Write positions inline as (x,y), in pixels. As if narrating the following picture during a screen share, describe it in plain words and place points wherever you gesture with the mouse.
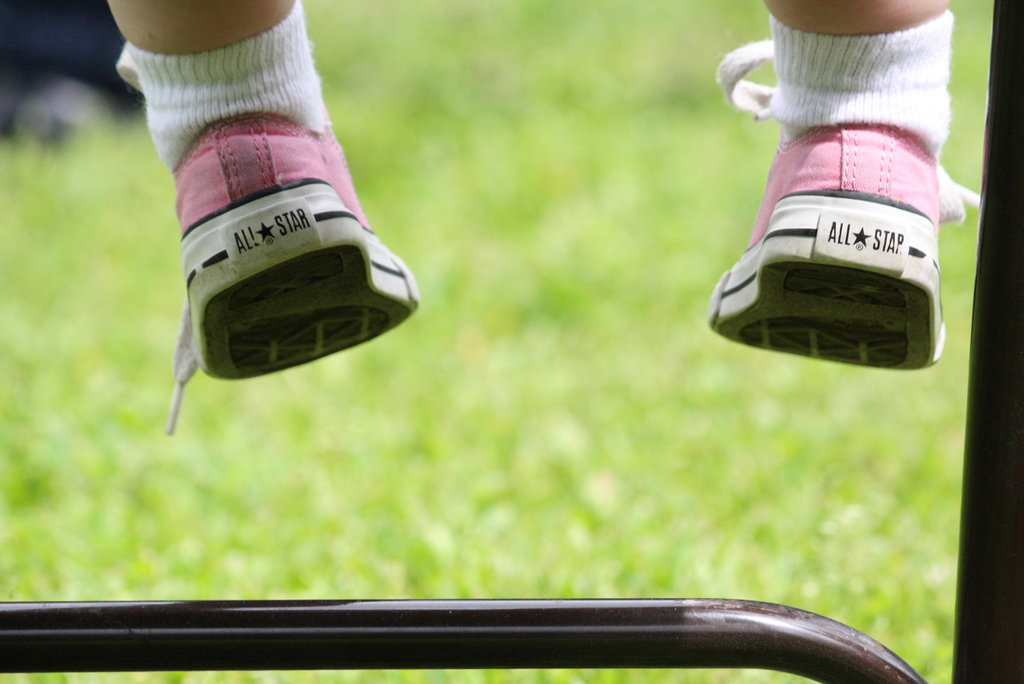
In this image, we can see person (268,72) wearing socks (827,62) and shoes (316,218). There is a metal rod (664,642) at the bottom of the image (449,634). In the background (404,540), image is blurred.
